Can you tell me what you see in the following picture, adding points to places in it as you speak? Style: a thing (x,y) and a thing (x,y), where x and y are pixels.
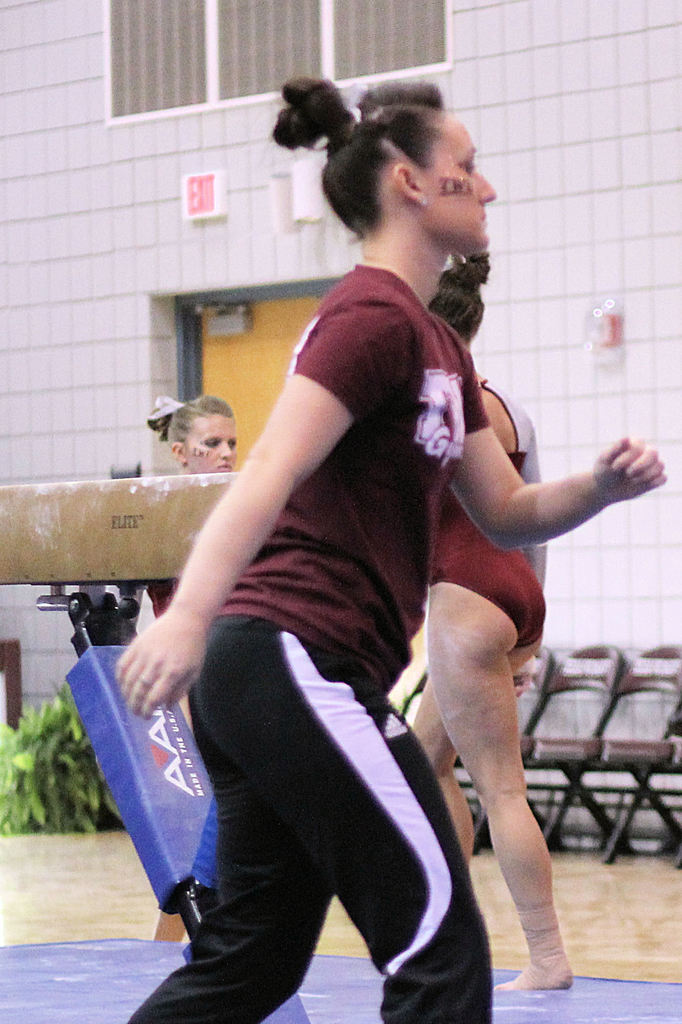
In this image we can see people (332,352) standing, on the left (74,781) we can see a plant (65,715) and an object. And we can see chairs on the right side (666,733). And we can see the wall (102,32), window (241,63) and door (222,359) in the background (226,325).
